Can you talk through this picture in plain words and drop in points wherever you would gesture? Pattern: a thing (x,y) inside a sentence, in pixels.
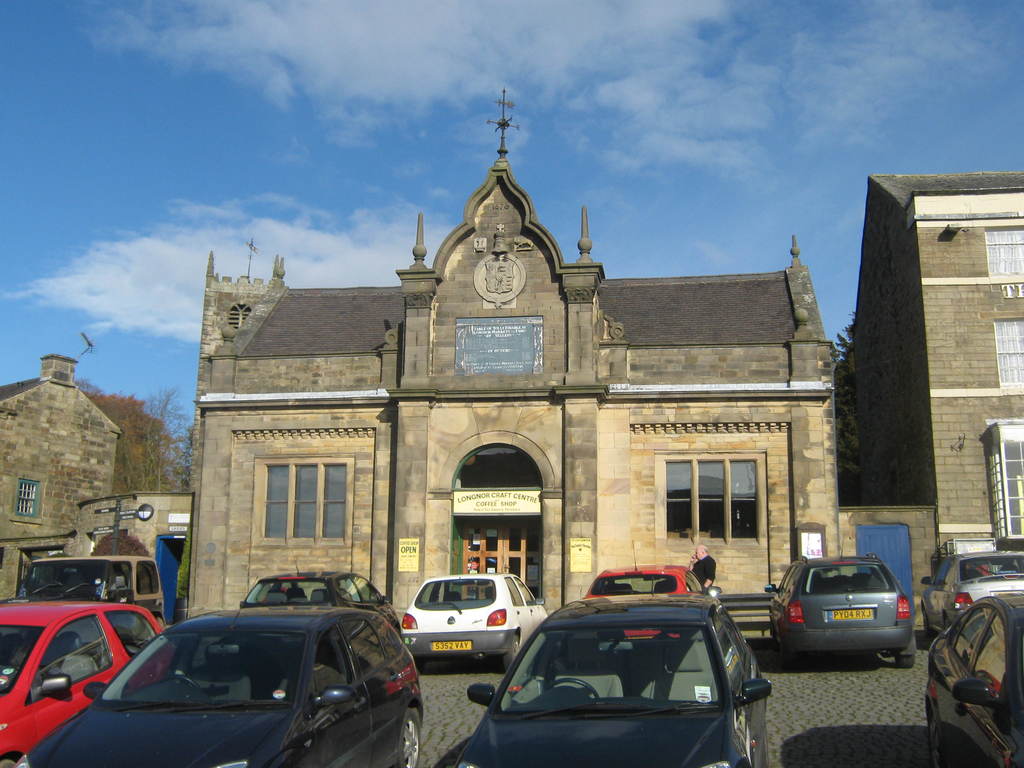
In this image I can see few cars (456,591) on the ground (845,677). I can see few buildings (500,469), few windows (1005,355) of the buildings (608,545) and few trees (162,420). In the background (49,343) I can see the sky (707,140).
